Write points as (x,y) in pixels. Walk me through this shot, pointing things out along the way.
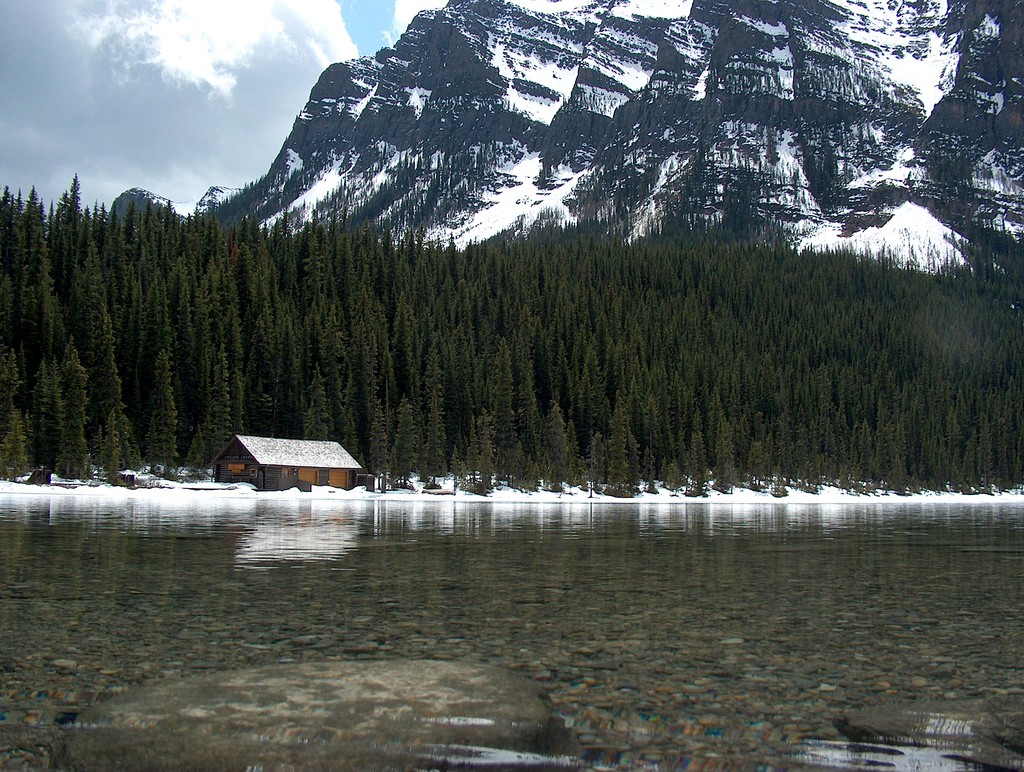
In this picture we can observe a river (434,648). On the bank (118,492) of the river (145,517) there is a house (324,449). We can observe snow (102,491) on the ground (102,491) and some trees (402,345). In the background (463,140) there is a hill (559,113) which was covered with some snow (899,174) and a sky (163,61) with clouds (183,81).
